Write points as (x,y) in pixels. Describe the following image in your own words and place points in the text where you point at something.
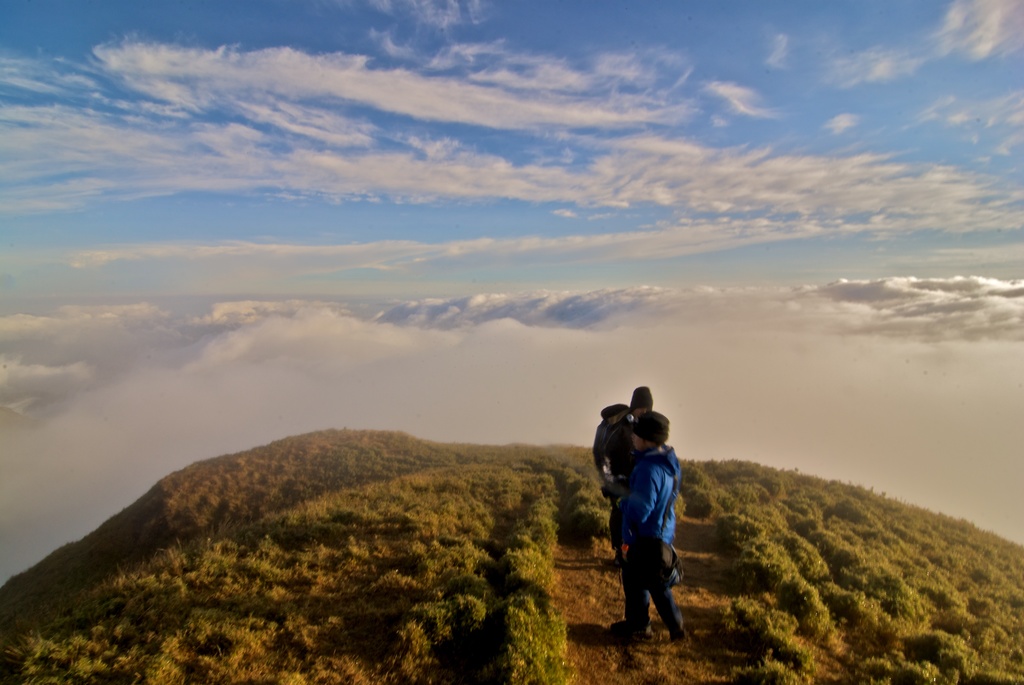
In the picture we can see from a hill (691,568) and on it we can see plants (815,603) and some path (708,568) and on it we can see two people (654,556) are standing with hoodies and caps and in the background (64,428), we can see some clouds (64,428) and behind it we can see a sky (623,142) with clouds (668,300).
